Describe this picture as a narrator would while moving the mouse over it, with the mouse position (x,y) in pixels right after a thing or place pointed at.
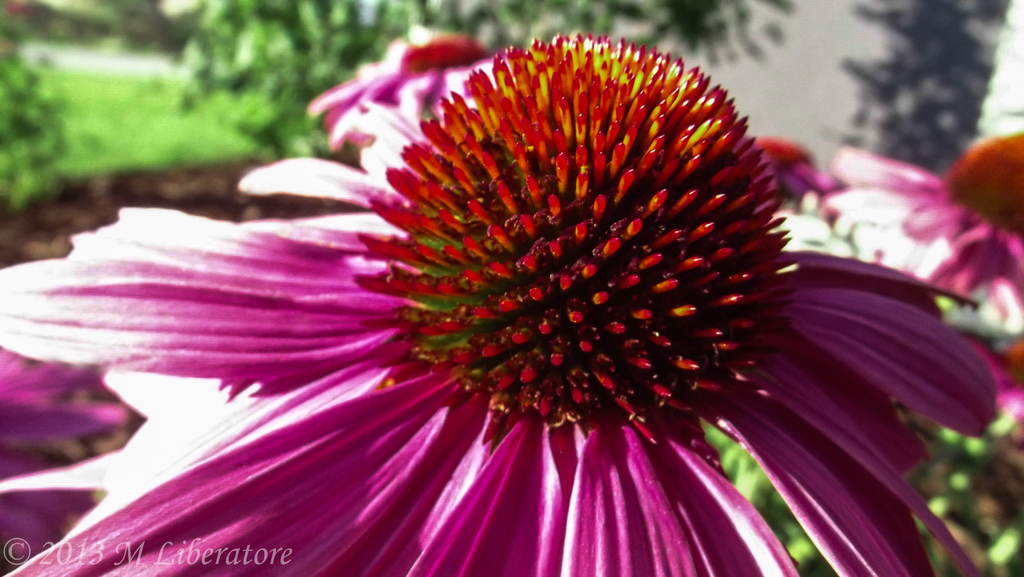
In this image we can see flowers (706,300). In the background (693,42) there are trees (404,6) and grass (152,94).
